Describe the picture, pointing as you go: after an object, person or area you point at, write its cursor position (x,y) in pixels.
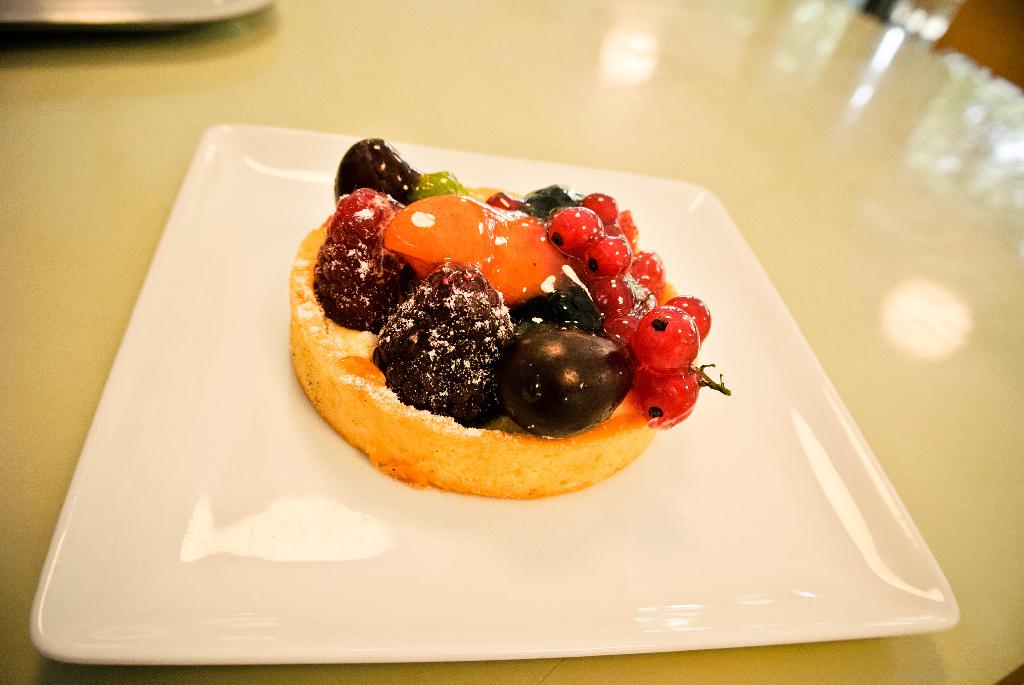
In this image, there is a plate (683,237) on the table (842,233) contains some food (591,306).
